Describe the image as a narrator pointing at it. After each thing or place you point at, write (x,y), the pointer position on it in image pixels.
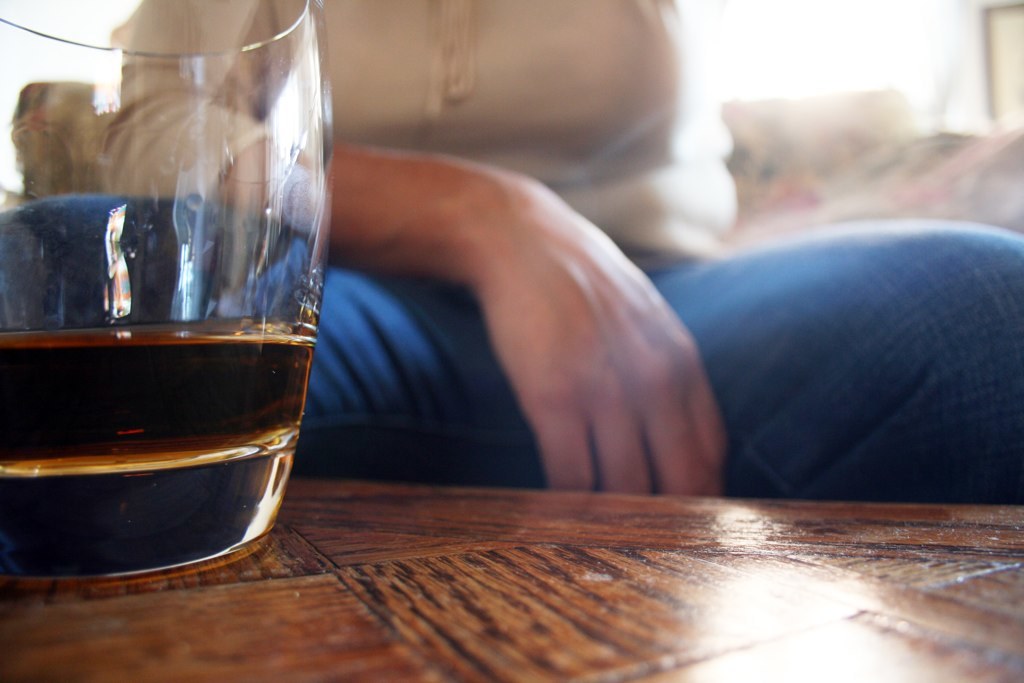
On the left side of this image (119,351) I can see a glass (157,421) which is placed on the table (561,639). Behind this table (708,570) a person (581,354) is sitting.
